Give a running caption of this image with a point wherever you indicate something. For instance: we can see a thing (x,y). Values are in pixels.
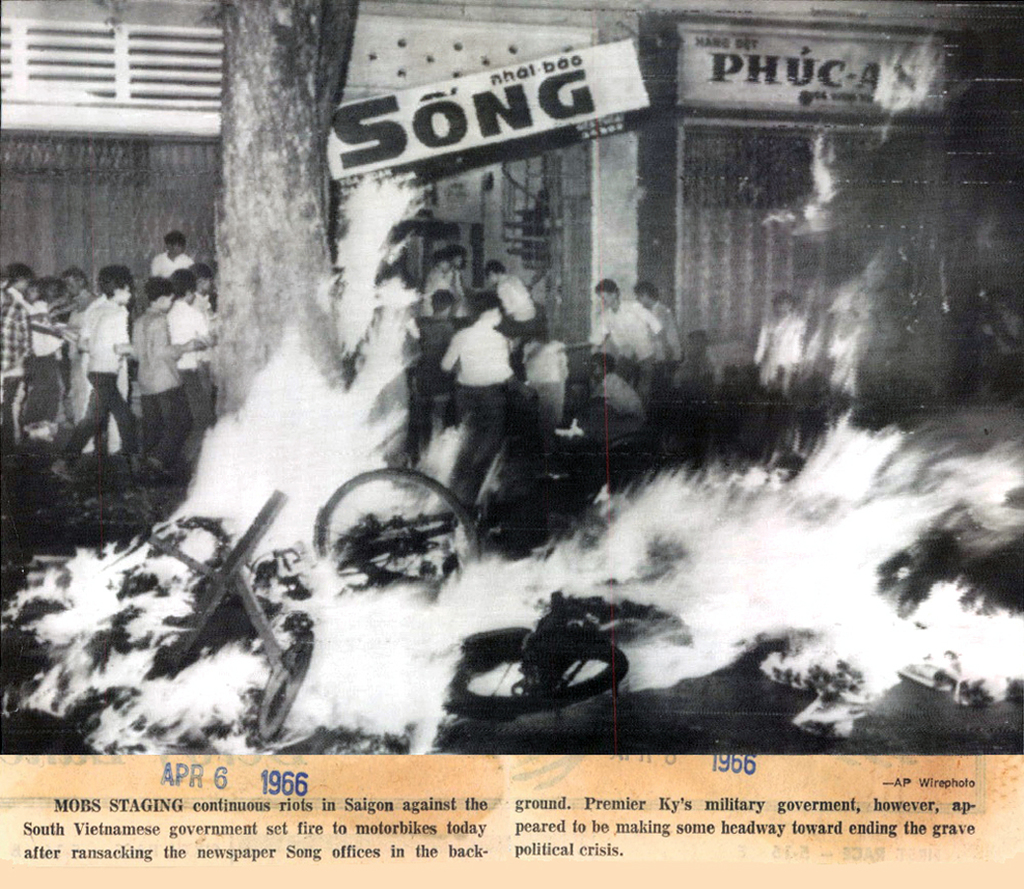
This is a poster (281,668) having texts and an image. In the image, we can see there are persons (431,311), a tree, fire (906,81), a banner (464,122), a hoarding (875,86) and a building (673,93).
